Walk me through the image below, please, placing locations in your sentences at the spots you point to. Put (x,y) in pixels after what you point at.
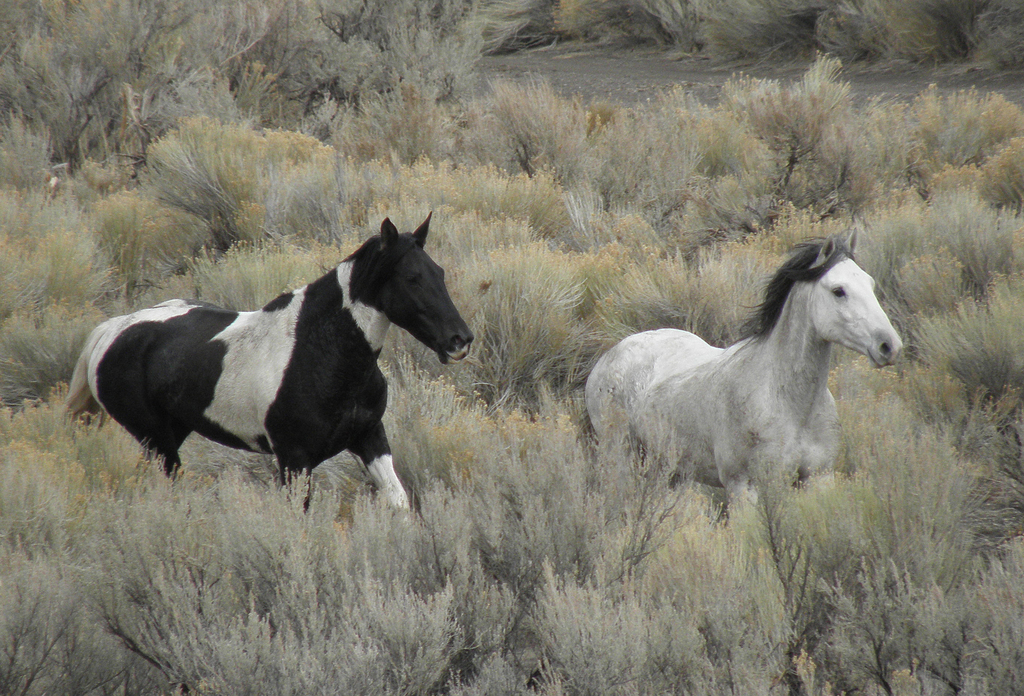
In the center of the image (389,251) we can see the animals (318,372). In the background of the image (456,263) we can see plants (606,291). At the top of the image (606,71) we can see the ground (598,91).
